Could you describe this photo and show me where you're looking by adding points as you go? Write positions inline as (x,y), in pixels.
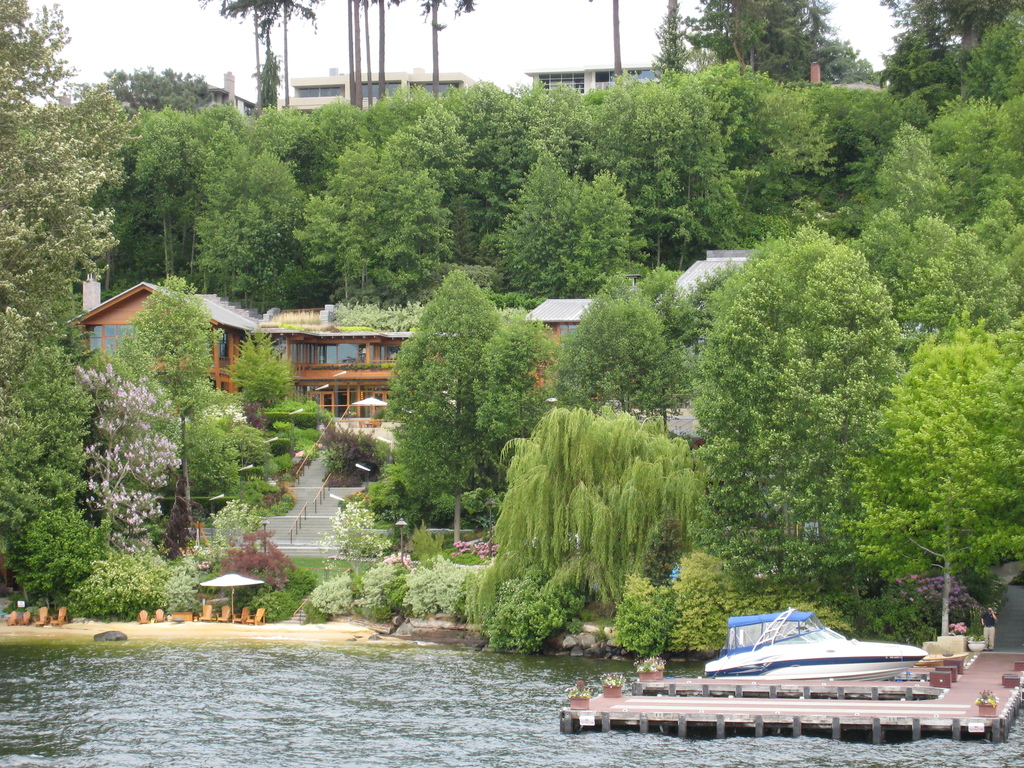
In the center of the image (625,294) we can see the sky (595,18), trees (617,36), buildings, water (305,700), one boat (787,646), two outdoor umbrellas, wooden pier (838,701), one person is standing and a few other objects (62,621).
